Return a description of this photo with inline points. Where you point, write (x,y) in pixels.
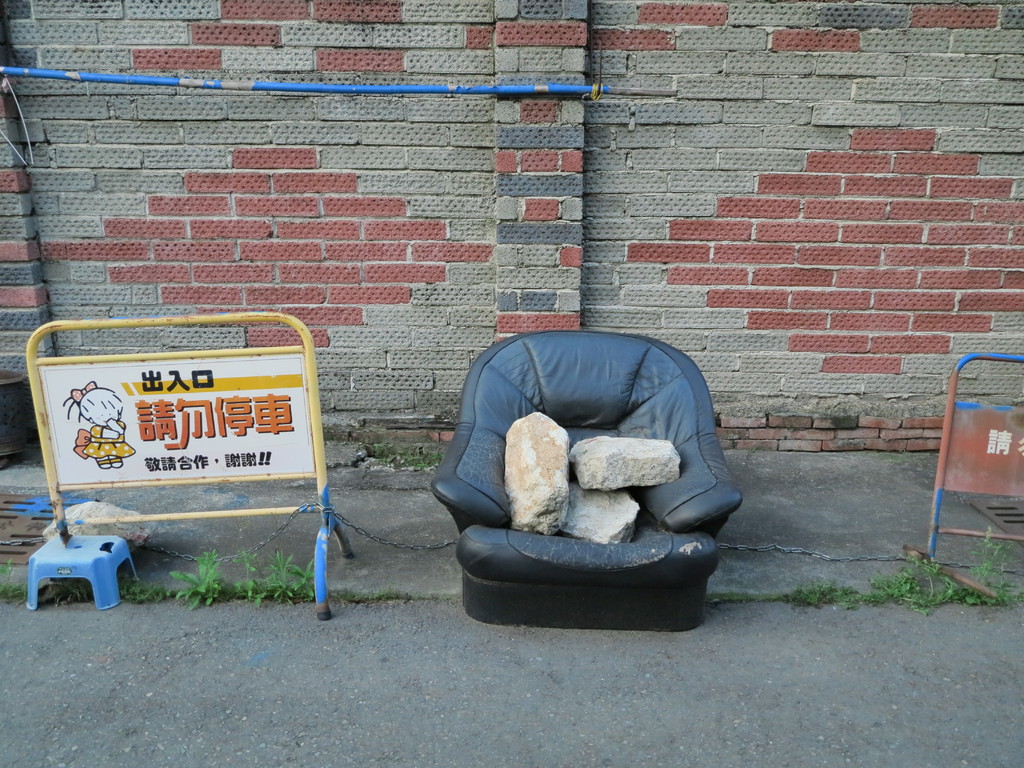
There are barricades (69,450) and few small plants (879,590) on both the sides of the image, there are stones (545,479) on the sofa (569,472) in the center (526,442). There is a pipe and a wall (508,230) in the background (994,325).
